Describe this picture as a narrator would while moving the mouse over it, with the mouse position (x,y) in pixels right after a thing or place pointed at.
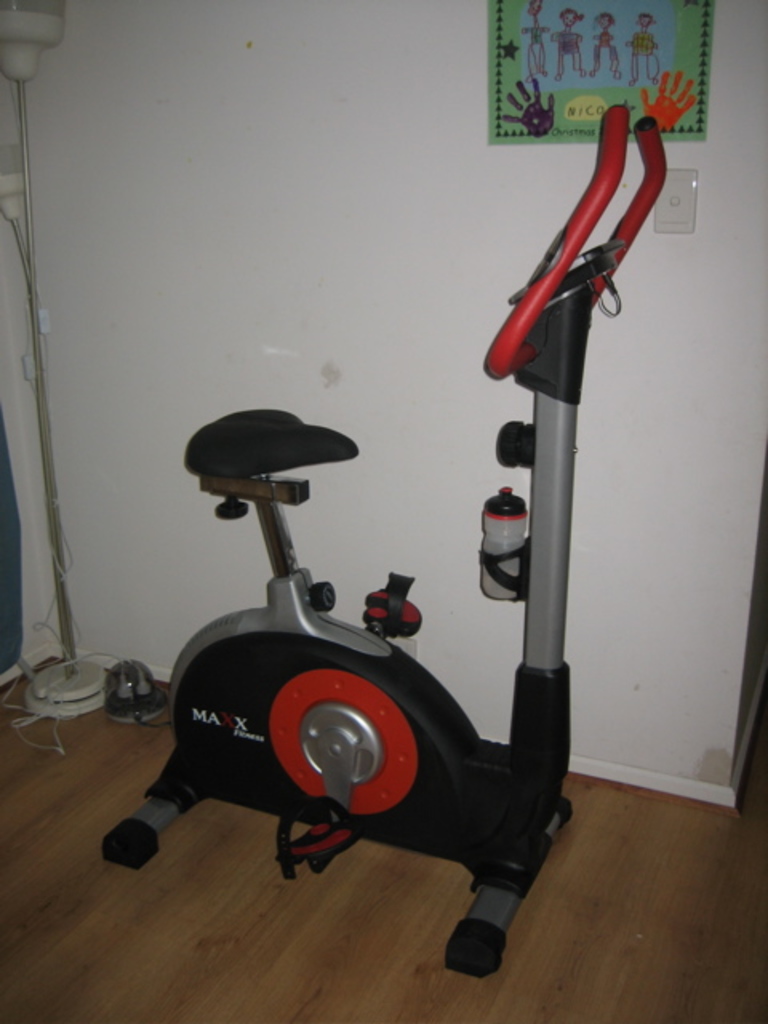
In this image we can see an exercise machine (498,847) on the surface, also we can see there is a stand (83,670) and other objects (117,693), in the background (352,419) we can see the wall (478,287) with a poster (536,107).
